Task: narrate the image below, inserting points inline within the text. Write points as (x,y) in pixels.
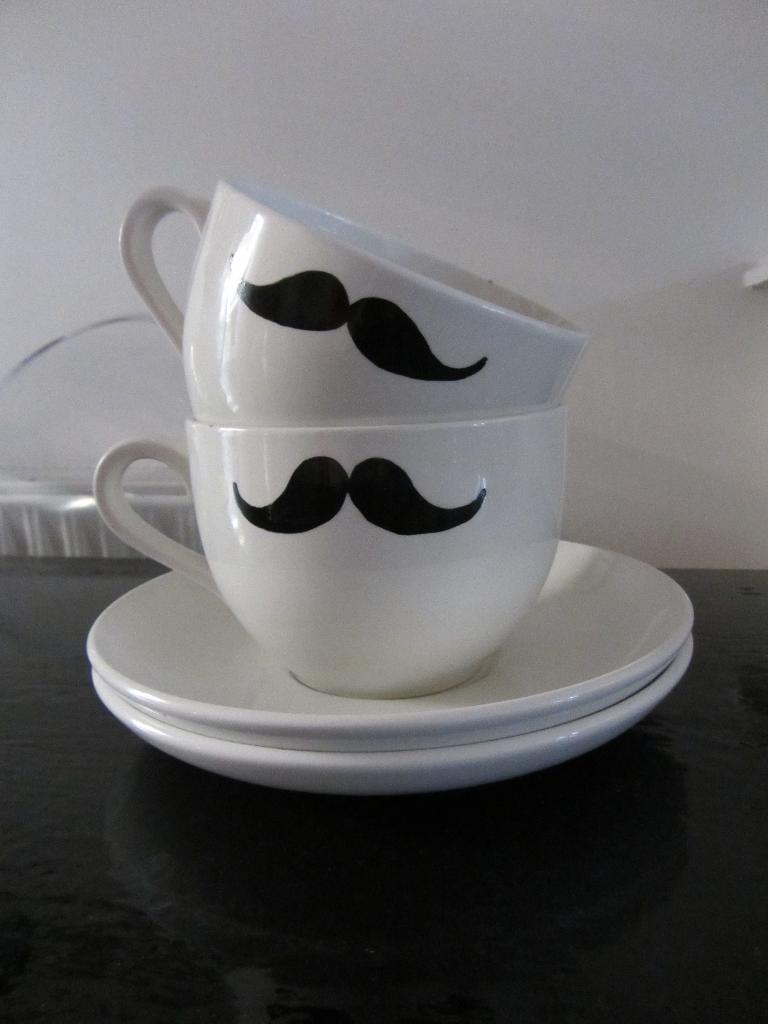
In this image these are cups (370,590) and saucers (324,783) on the table (489,944). In the background of the image (532,293) there is a wall (674,121).
